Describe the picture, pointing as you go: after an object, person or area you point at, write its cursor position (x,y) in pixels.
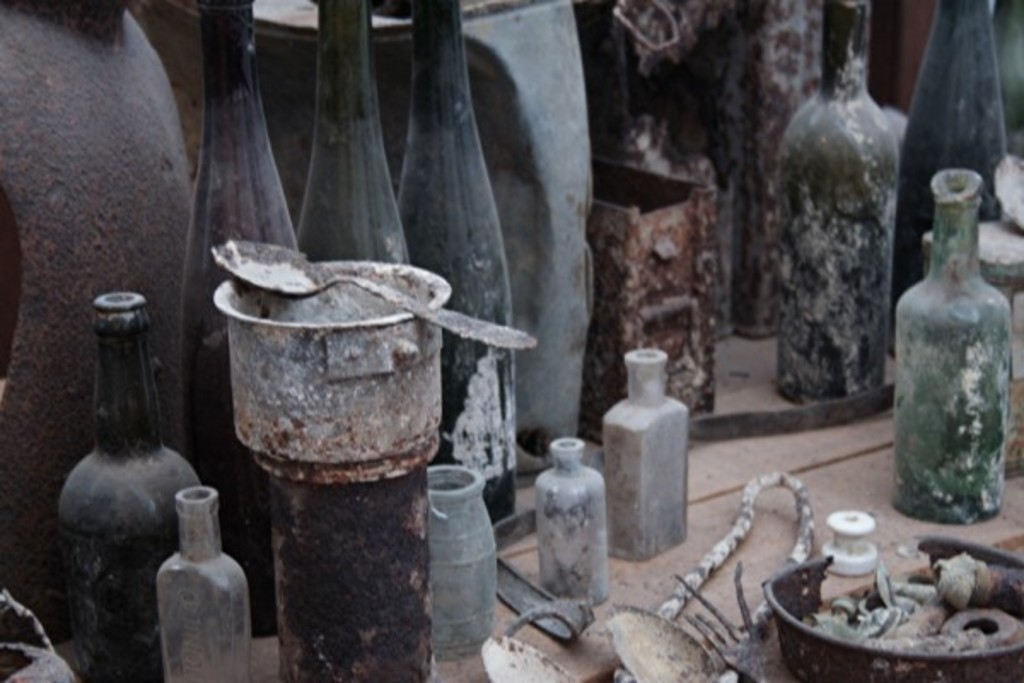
Here there are bottles (865,325), utensils (327,393).
